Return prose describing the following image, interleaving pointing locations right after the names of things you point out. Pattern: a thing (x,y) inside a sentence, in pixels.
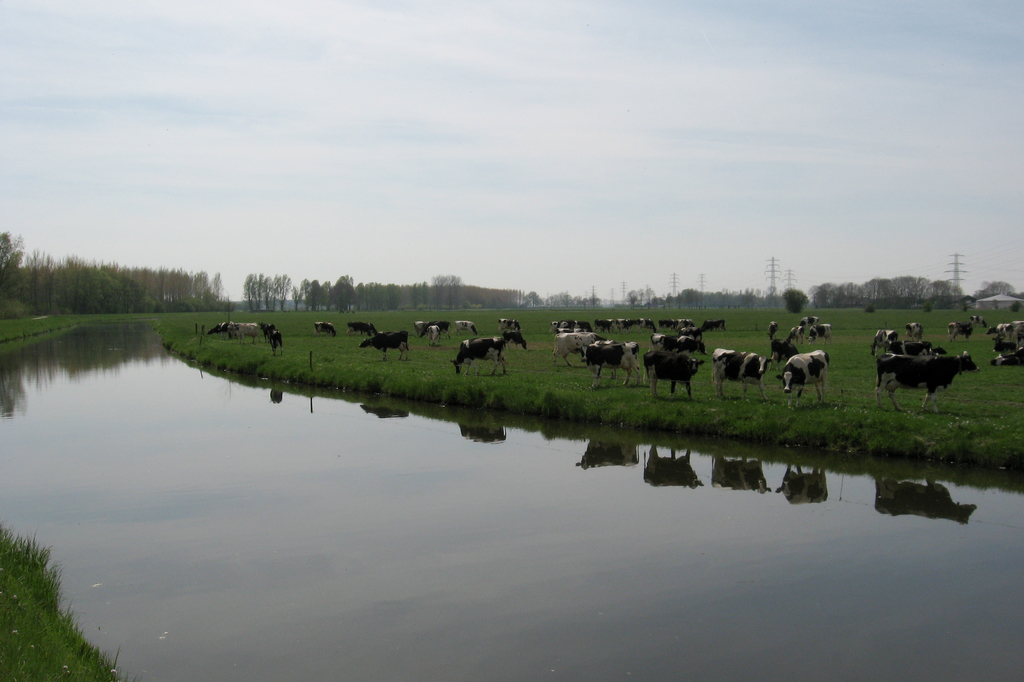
In this picture I can see the water (303,449) in front (228,432) and in the middle of this picture (350,368) I can see the grass (626,336) on which there are cows (889,394), which are of white and black color. In the background (13,265) I can see the trees (886,307), few towers (774,275) and the sky (397,111).
